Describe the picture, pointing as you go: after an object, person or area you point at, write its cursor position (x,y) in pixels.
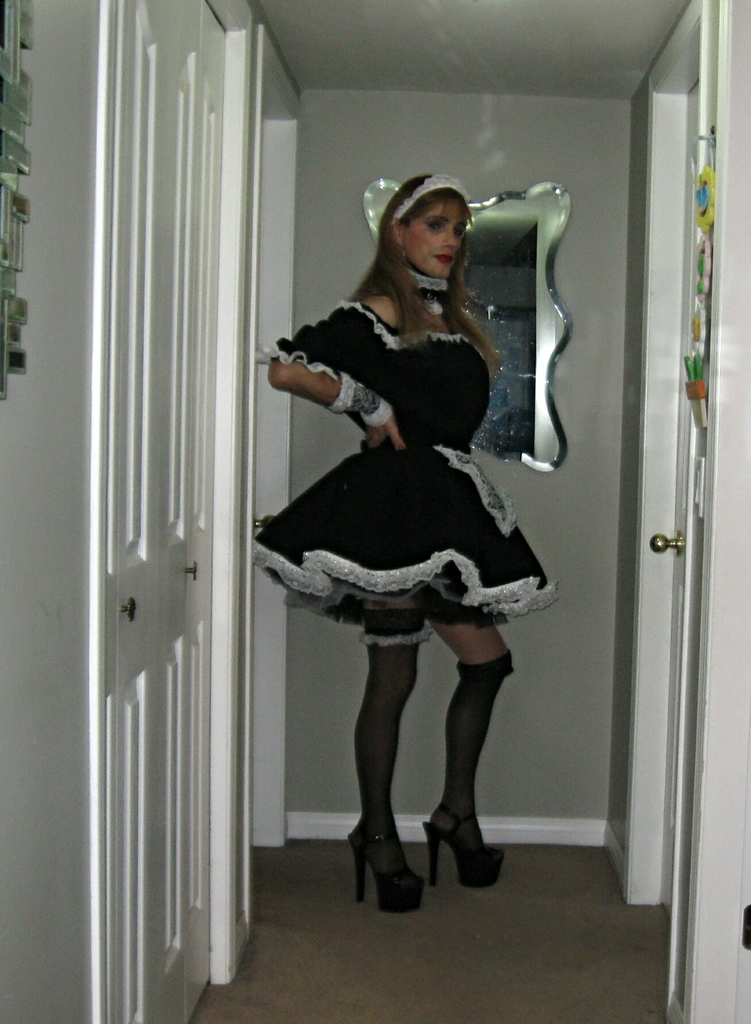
In this image there is a woman (368,628) in the middle (384,527). In the background (493,385) there is a mirror (502,346). On the left side (149,411) there is a door (116,433).
